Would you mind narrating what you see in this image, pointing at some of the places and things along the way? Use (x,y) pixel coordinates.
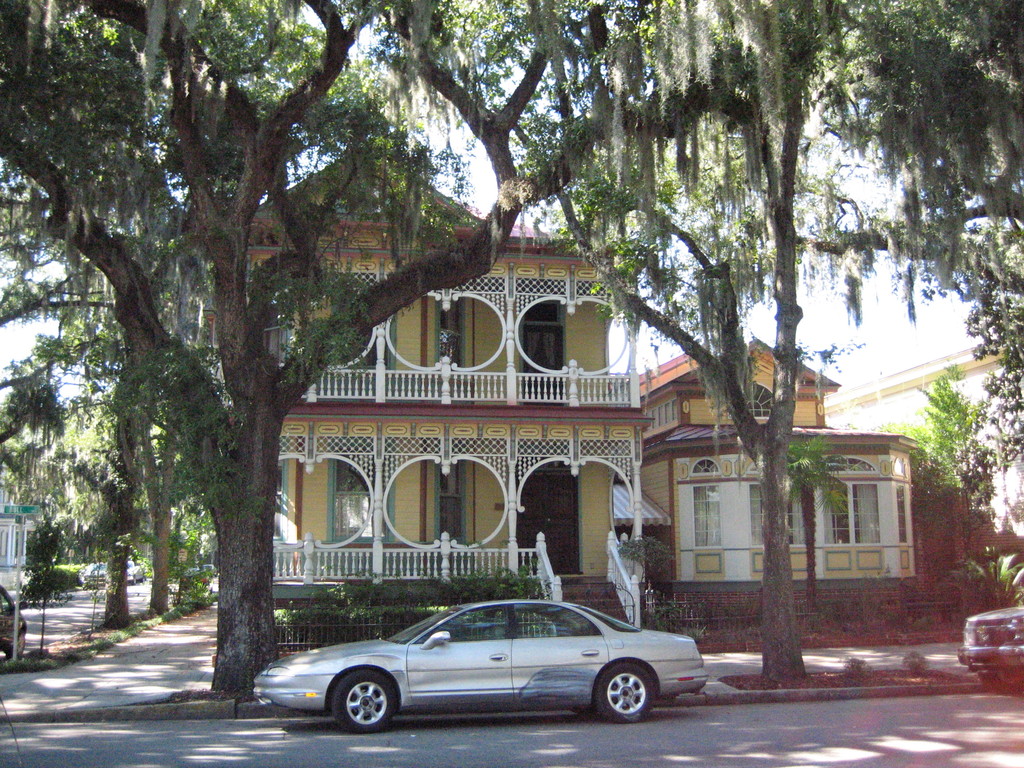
In this picture there are two vehicles (1018,633) on the road (820,747) and there are two trees (787,647) and buildings (665,483) beside it and there are few other vehicles (97,570), trees (148,538) and a building (3,536) in the left corner (43,519).
